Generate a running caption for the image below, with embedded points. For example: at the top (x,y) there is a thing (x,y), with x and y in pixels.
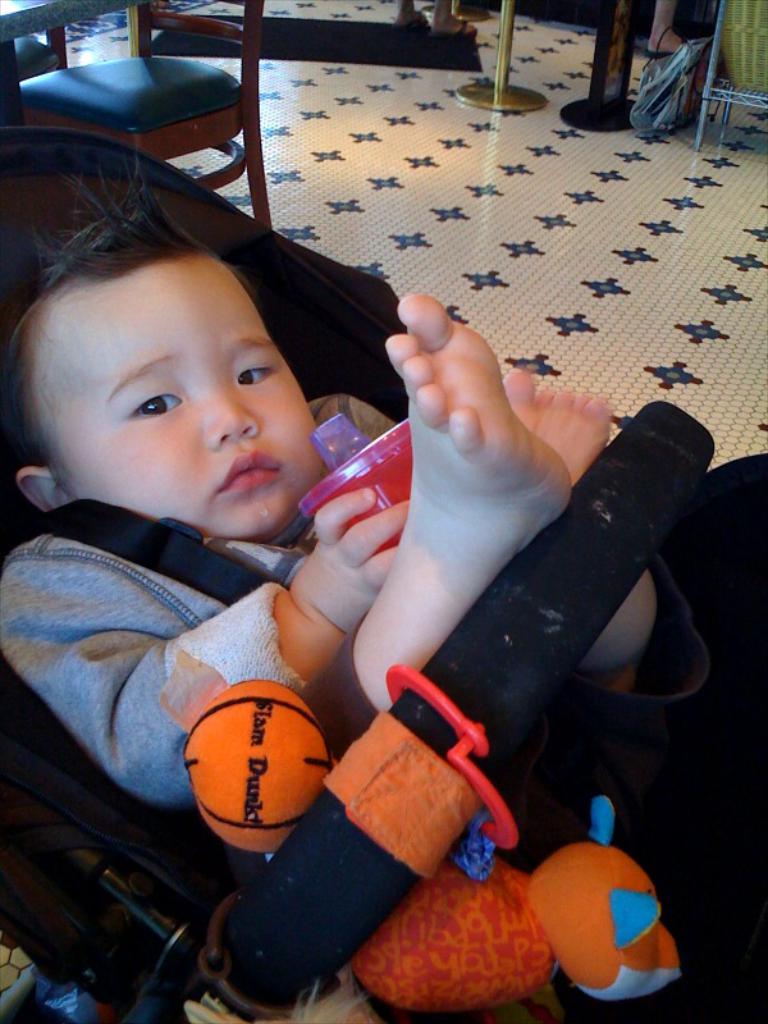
In this image we can see a baby (203,358) lying in the pram (357,848) by holding a tumbler (329,493) in the hands (340,520). In the background (304,125) there are barrier pole (498,91), floor (399,86) and chair (190,67).
